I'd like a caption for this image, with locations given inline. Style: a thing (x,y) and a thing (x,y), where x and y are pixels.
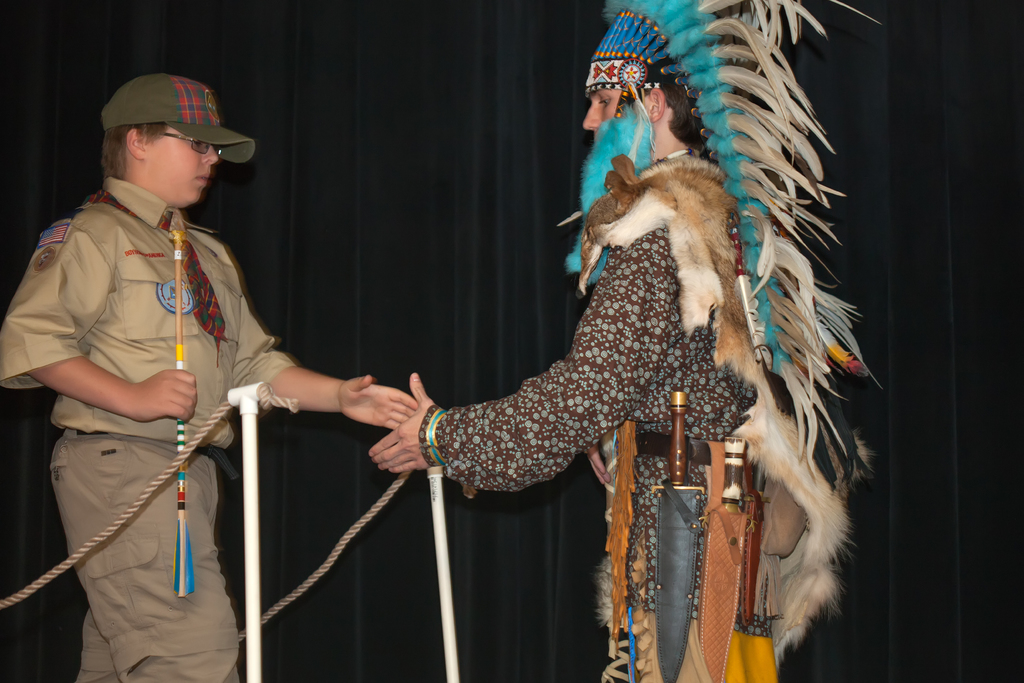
In the foreground of this image (766,398), on the right (706,422), there is a person (755,322) wearing the tribal costume (706,397). On the left (173,430), there is a boy (98,427) holding an arrow (180,325) and wearing a cap (175,100). We can also see ropes (215,420) and poles (443,556) in between them and there is a black curtain (417,201) in the background (365,212).
